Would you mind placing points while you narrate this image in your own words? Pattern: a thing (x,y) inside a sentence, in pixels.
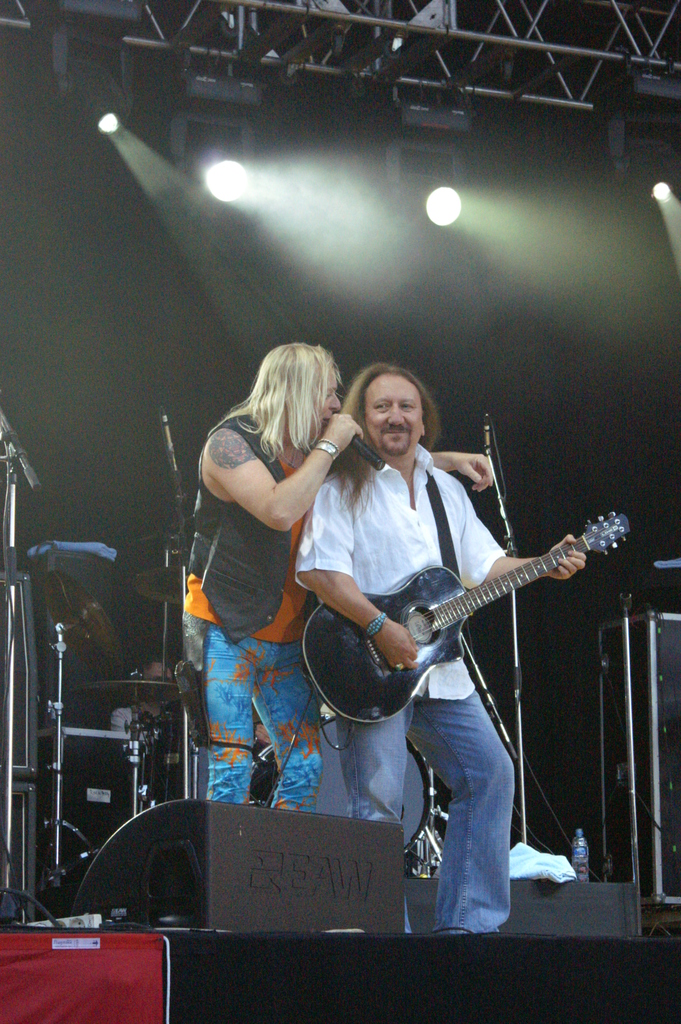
As we can see in the image there are two people (327,558) on stage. One man (351,427) is holding mic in his hand (351,427) and other man (367,419) is holding guitar (510,585) in his hand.
